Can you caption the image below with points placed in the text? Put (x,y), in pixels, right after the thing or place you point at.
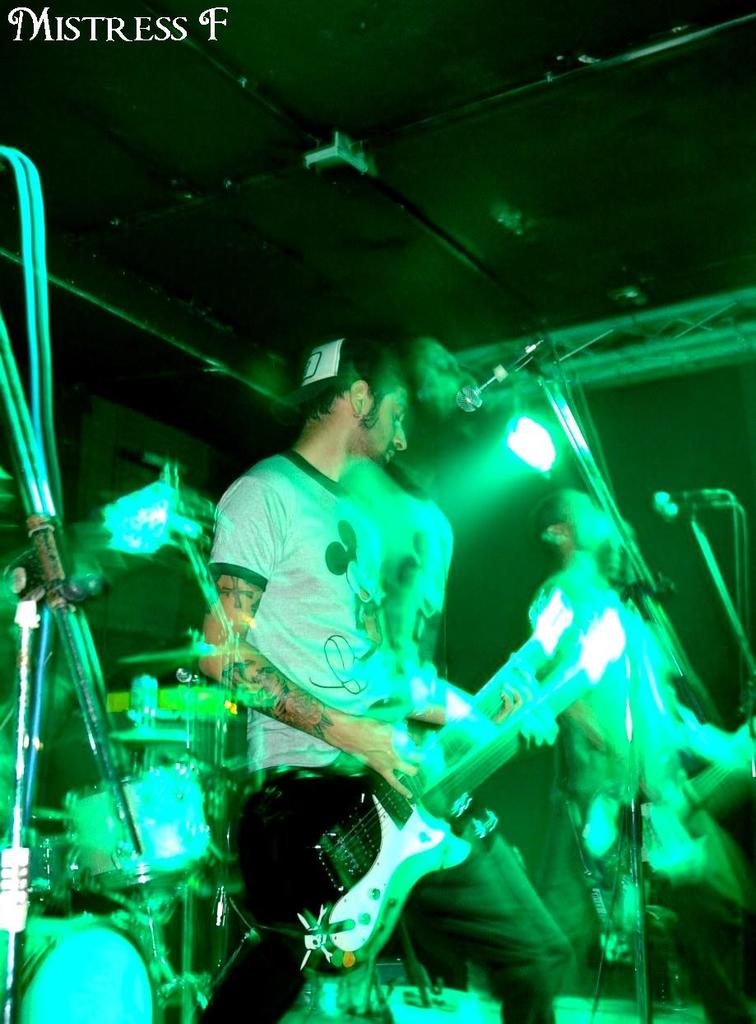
In this image we can see two persons (415,921) are playing musical instruments (402,858). There are mikes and lights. In the background (469,569) we can see wall (699,482). At the top of the image (312,88) we can see ceiling (266,14) and some text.
